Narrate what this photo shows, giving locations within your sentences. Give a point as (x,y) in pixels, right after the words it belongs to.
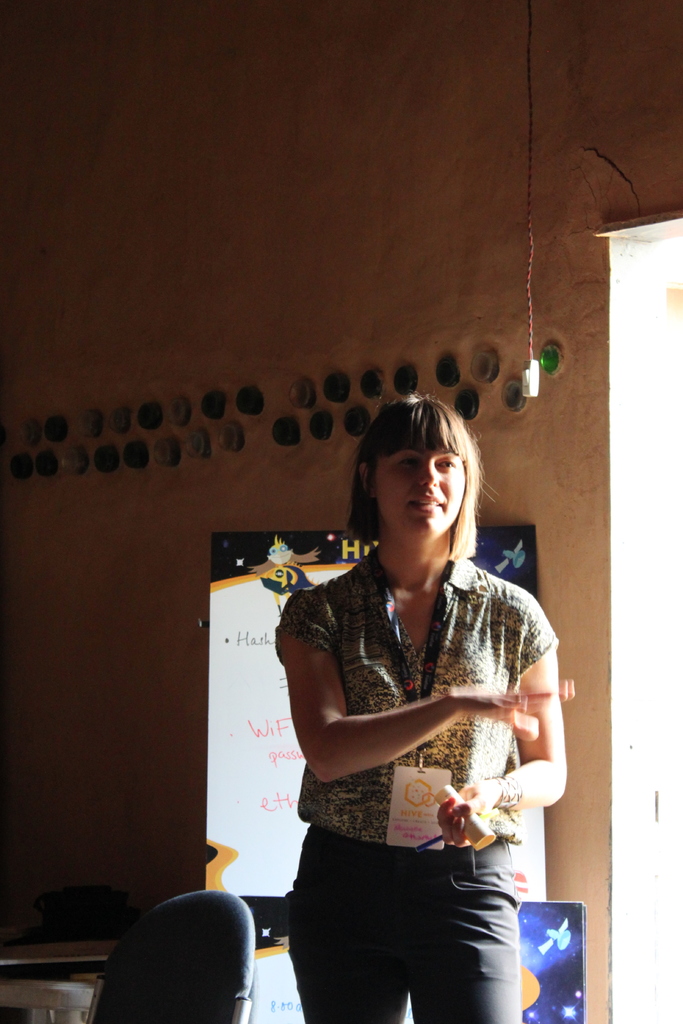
In this image in front (441,796) there is a person (450,798) standing by holding the objects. Beside her there is a chair (236,964). Behind her there is a board (541,990). Beside the board (278,864) there is a table (40,939) and on top of the table (43,934) there is a bag (74,903). On the backside of the image (208,401) there is a wall (240,322).
